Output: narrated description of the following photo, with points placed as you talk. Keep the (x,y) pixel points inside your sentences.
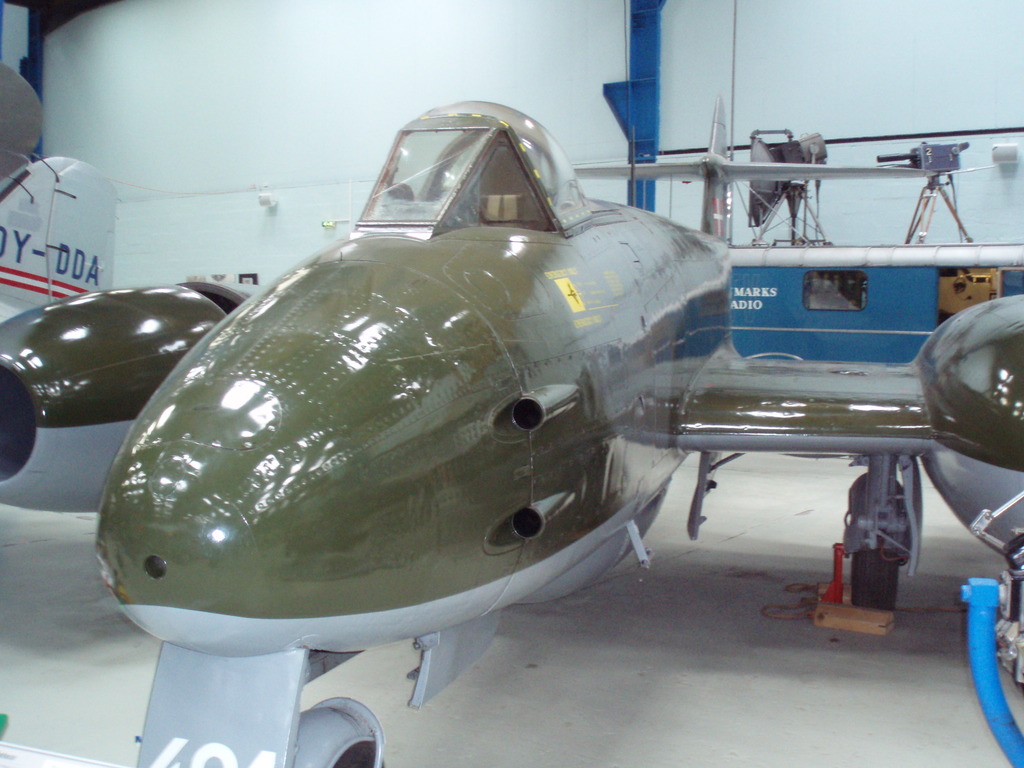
There is a flight (307,325) kept inside a compartment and in the background of the flight (521,130) there is a wall (572,110).
